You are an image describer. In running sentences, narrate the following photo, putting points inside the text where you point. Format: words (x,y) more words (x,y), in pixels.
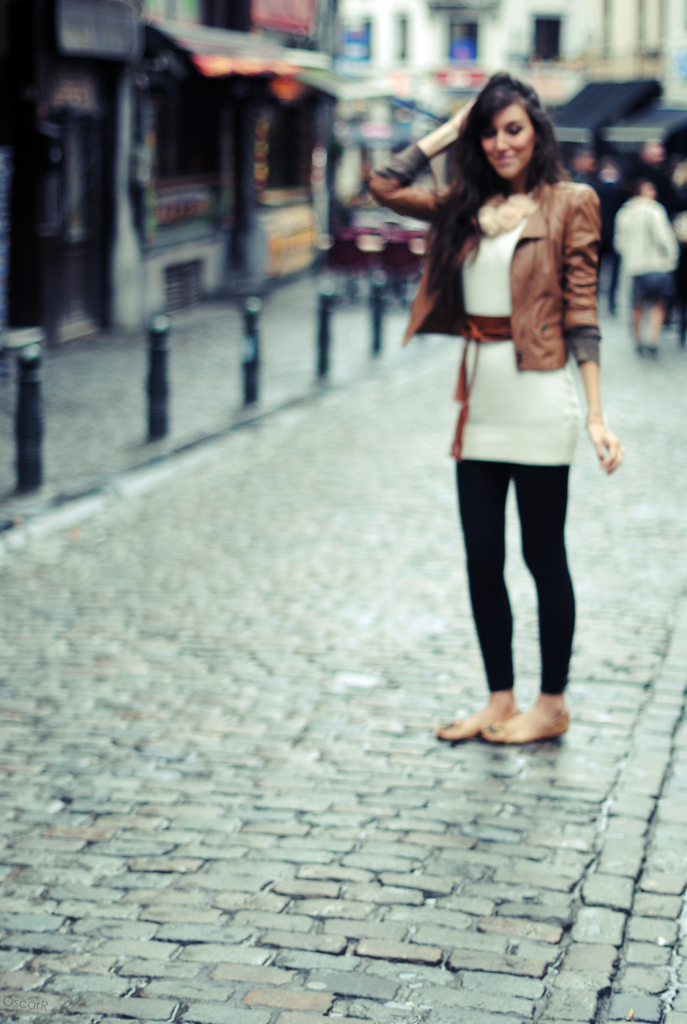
There is a woman (467,556) standing on surface (470,625). Background (579,60) we can see buildings (557,55) and person (617,171).
